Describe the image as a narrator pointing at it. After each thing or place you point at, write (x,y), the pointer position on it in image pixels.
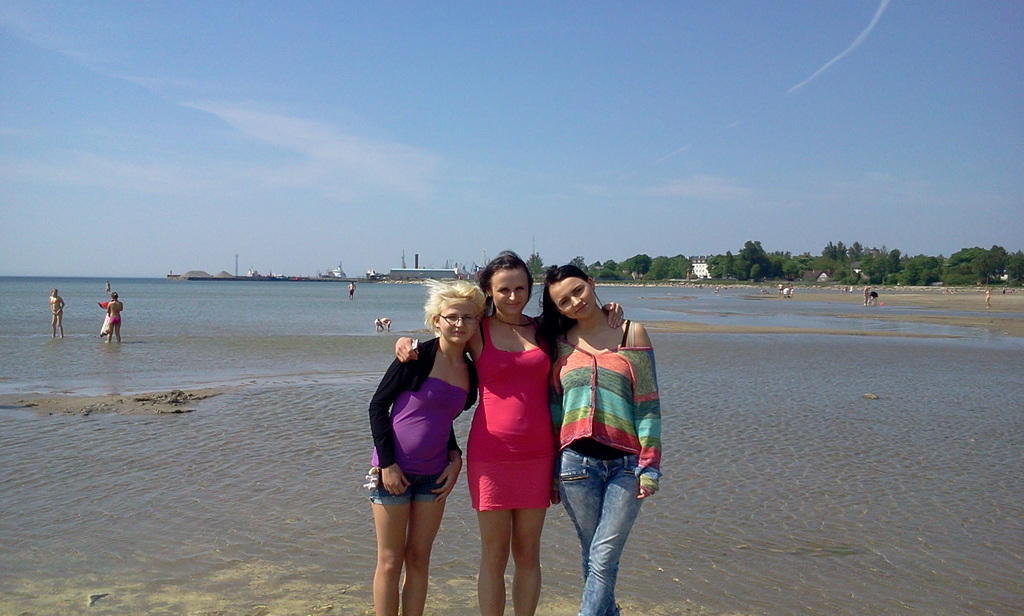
In this picture we can see three girls (572,416) standing in the front (477,429), at the bottom (273,429) there is water (253,453), in the background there are some people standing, we can see trees (665,276) on the right side (728,265), in the background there is a ship (339,271), we can see the sky (414,98) at the top of the picture (437,92).
